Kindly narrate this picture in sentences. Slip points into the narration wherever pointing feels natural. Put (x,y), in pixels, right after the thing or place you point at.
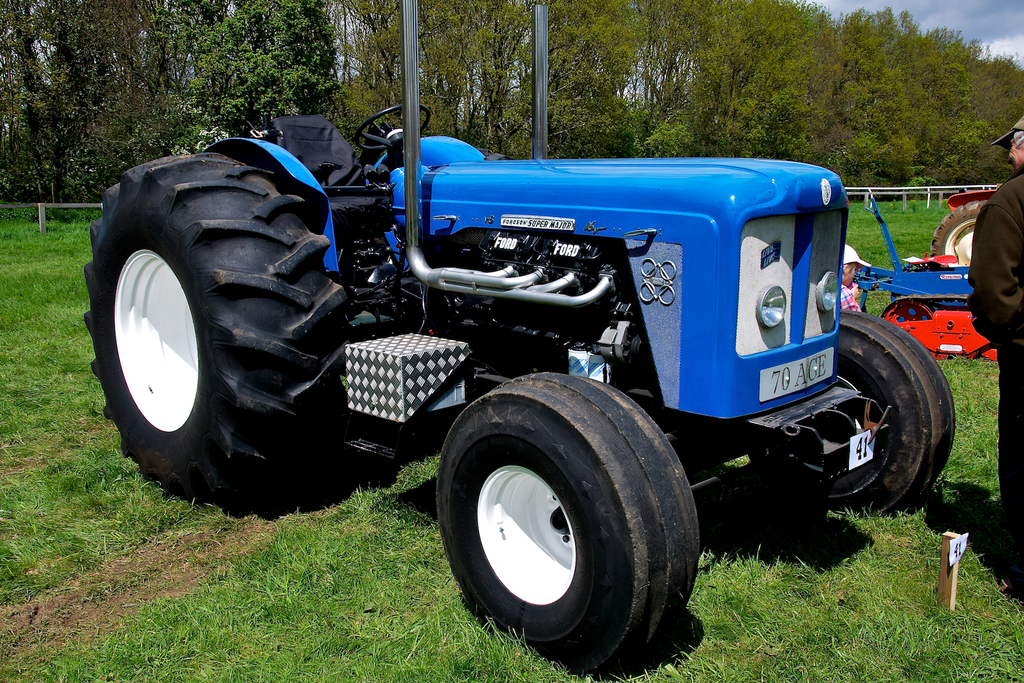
In the middle of this image (551,325), there is a blue color tractor (780,374) on the ground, on which there is grass (994,460). On the right side (1013,457), there is a person (1020,155) standing. In the background (936,293), there is another person (859,297), there is a vehicle (948,291), there are trees (96,150), grass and there are clouds (1012,18) in the sky (995,47).
